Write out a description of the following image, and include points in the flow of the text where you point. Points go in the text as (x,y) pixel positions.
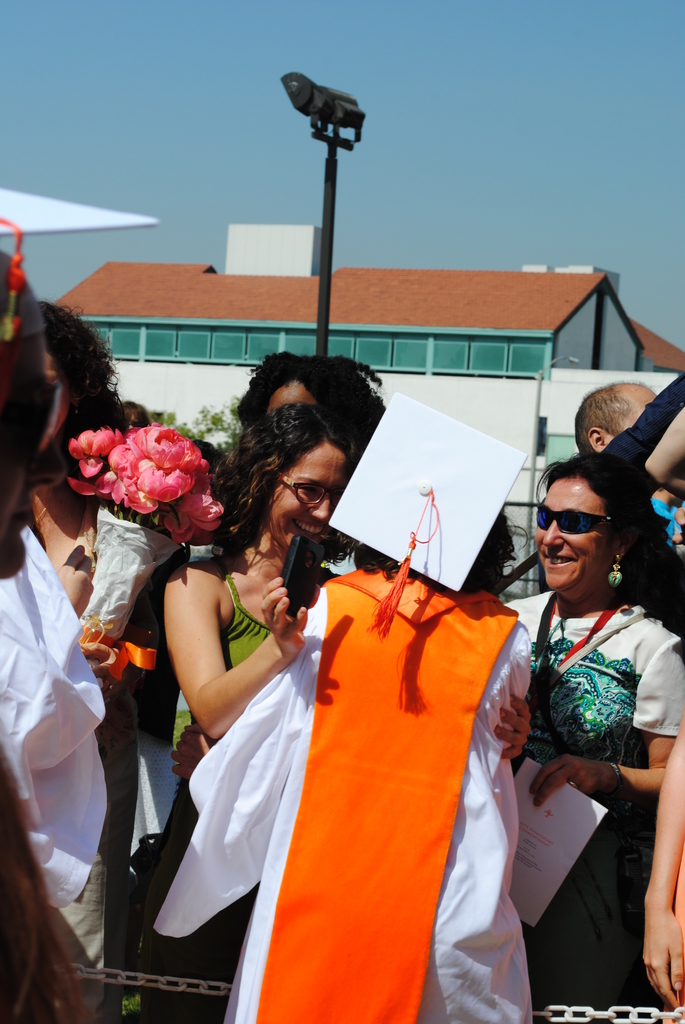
In this image at the bottom (441,854) there are group of people (459,579) who are standing and some of them are holding flower bouquets (153,547), and in the background (244,332) there are some houses (432,350). In the center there is one pole (326,291) and on the top of the image (341,69) there is sky (409,143).
